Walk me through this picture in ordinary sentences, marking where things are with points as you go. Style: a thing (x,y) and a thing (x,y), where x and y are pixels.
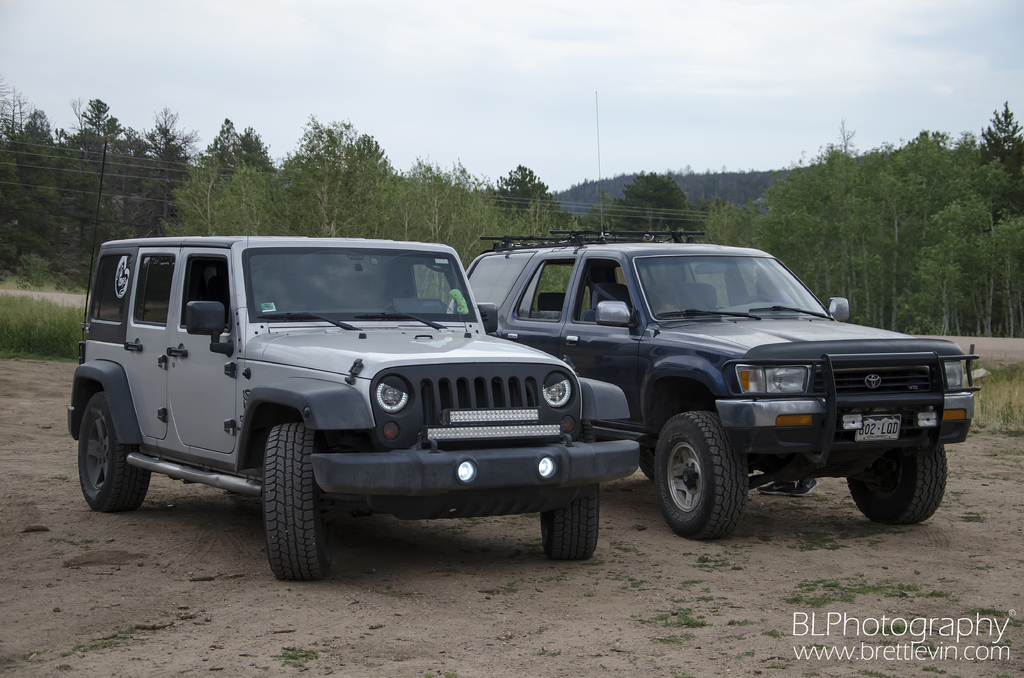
In this image we can see two vehicles (287,532) parked on the ground (440,636). In the background (372,204), we can see wires (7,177), trees (912,234) and the cloudy sky (633,50). Here we can see the watermark (864,618) on the bottom right side of the image (819,628).
